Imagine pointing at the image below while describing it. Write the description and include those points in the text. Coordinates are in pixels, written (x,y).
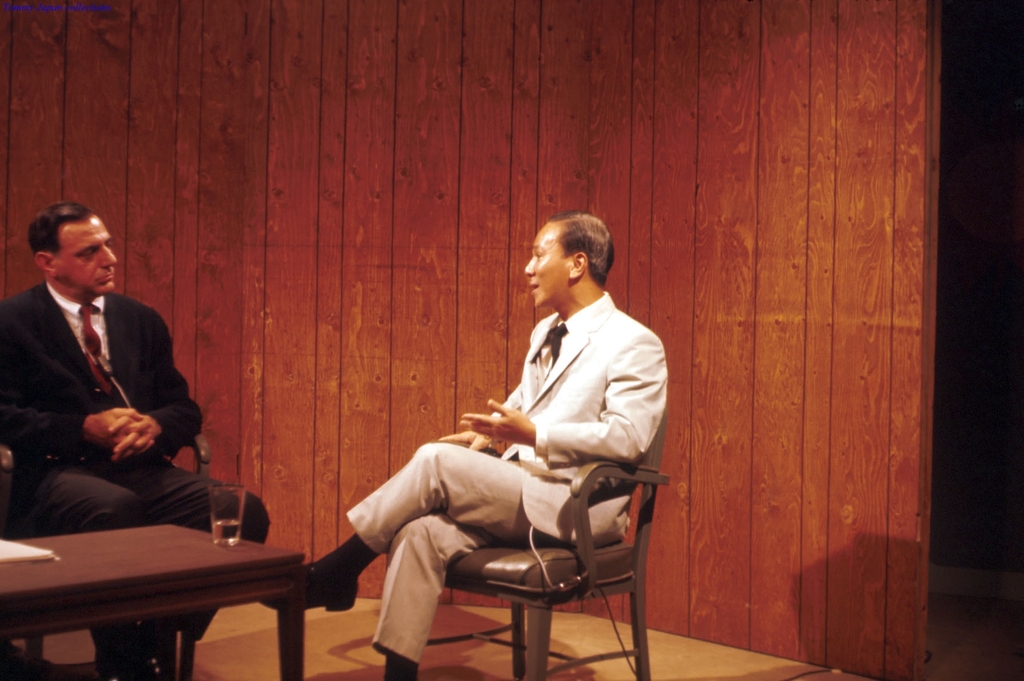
Here we can see a man (354,539) sitting on a chair (500,584). He is wearing a suit (573,378) and he is speaking. There is a man (144,473) on the left side (144,473) and he is also wearing a suit (133,328) and looks like he is paying attention to this person (500,471). This is a wooden table (141,554) where a glass of water (237,537) and papers (26,554) are kept on it.
